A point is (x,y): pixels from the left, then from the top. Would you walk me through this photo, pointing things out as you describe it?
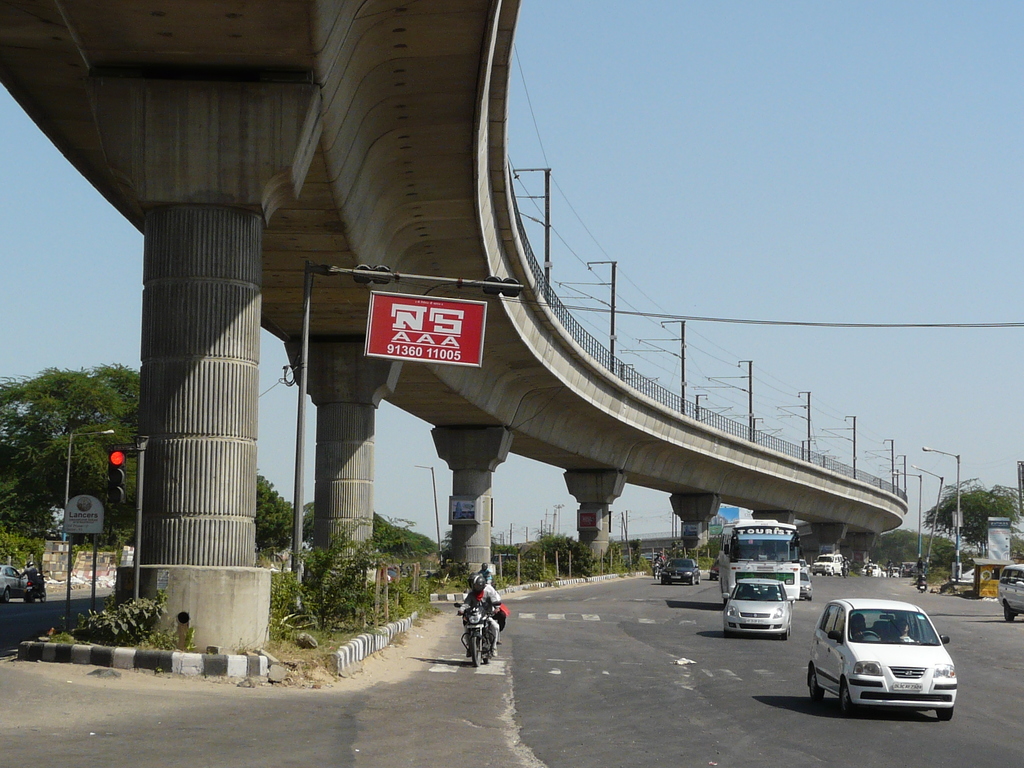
In this picture there is a flyover (520,253) which has few poles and wires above it and there are few plants (332,580) and a traffic signal (124,483) below it and there are few vehicles (778,622) and trees (81,449) on either sides of it.
